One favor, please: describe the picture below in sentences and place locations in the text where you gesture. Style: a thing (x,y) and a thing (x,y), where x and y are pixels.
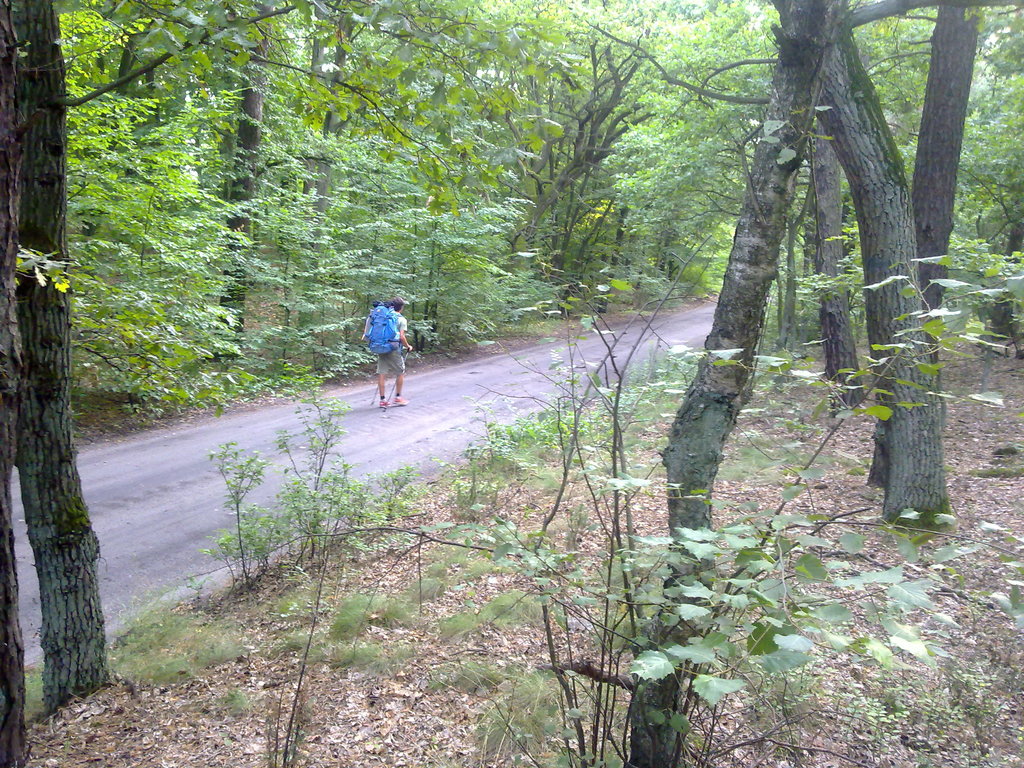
In this image in the front (421,548) there are plants (328,556) and there are trees (887,308). In the center (382,353) there is a person (400,343) walking. In the background (402,211) there are trees (560,180).
